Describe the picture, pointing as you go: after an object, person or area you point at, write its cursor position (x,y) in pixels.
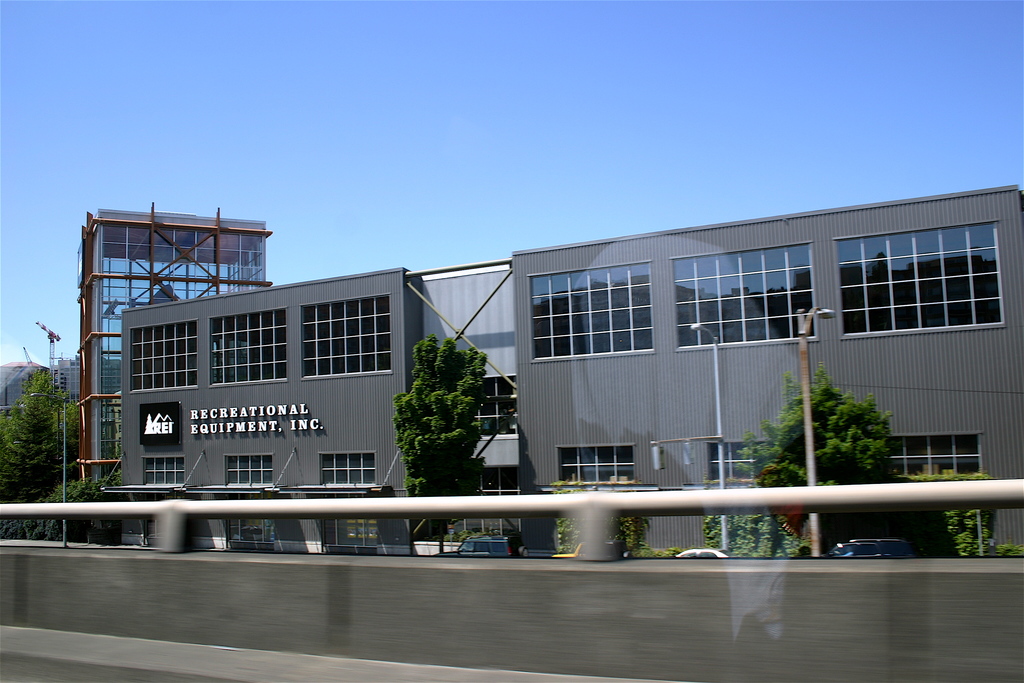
In this image I can see few trees (19,421) in green color, few light poles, buildings (195,364) and the sky (370,118) is in blue color.
